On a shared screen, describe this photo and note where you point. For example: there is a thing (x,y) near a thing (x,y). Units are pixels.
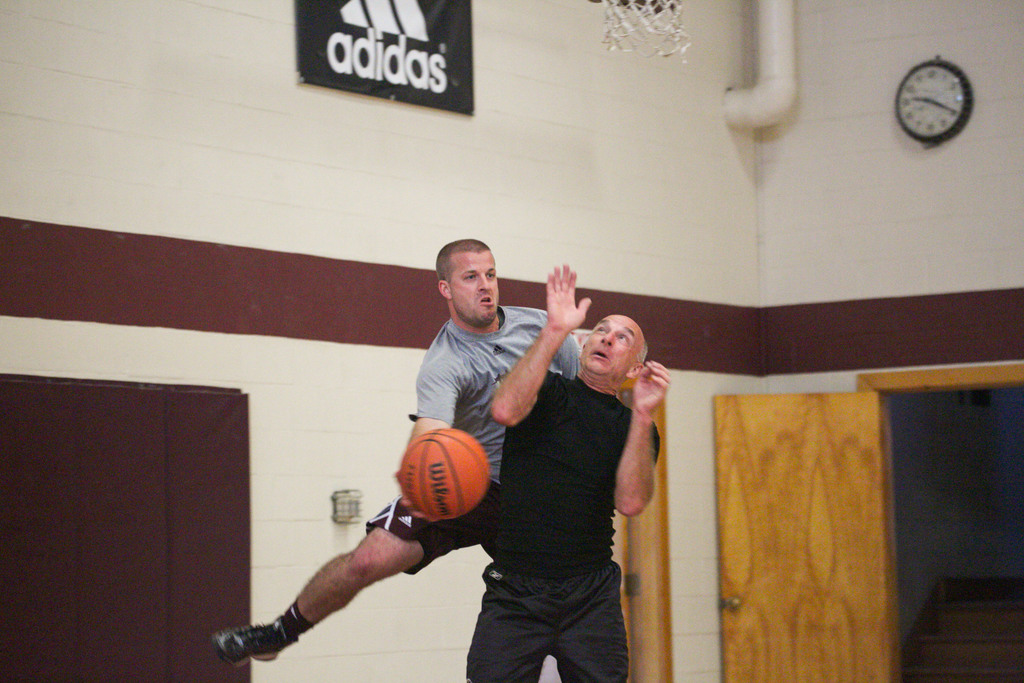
In this image we can see two men (577,406). In that a man (490,467) is holding a ball (461,485). On the backside (881,377) we can see a door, staircase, pipe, a board (305,78) with some text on it, a goal post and a clock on a wall (1000,229).
